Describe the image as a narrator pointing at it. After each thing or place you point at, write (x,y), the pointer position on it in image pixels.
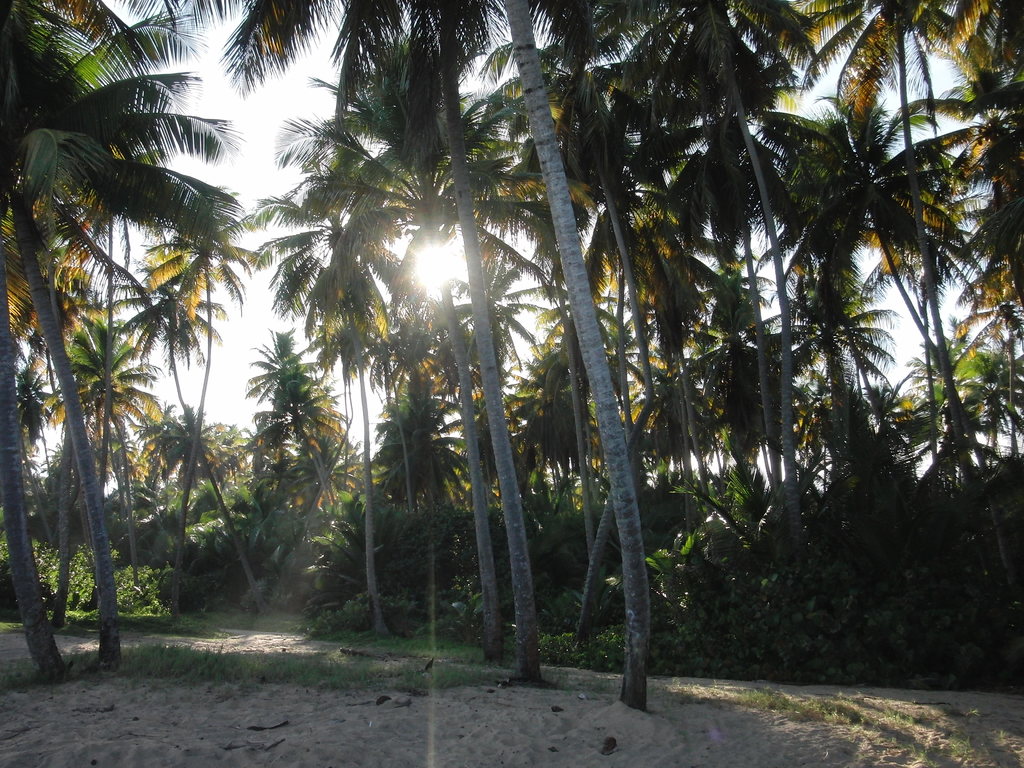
In this picture we can see sand (328,647), grass (365,636) on the ground (344,643) and in the background (453,499) we can see trees (564,600), sky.
